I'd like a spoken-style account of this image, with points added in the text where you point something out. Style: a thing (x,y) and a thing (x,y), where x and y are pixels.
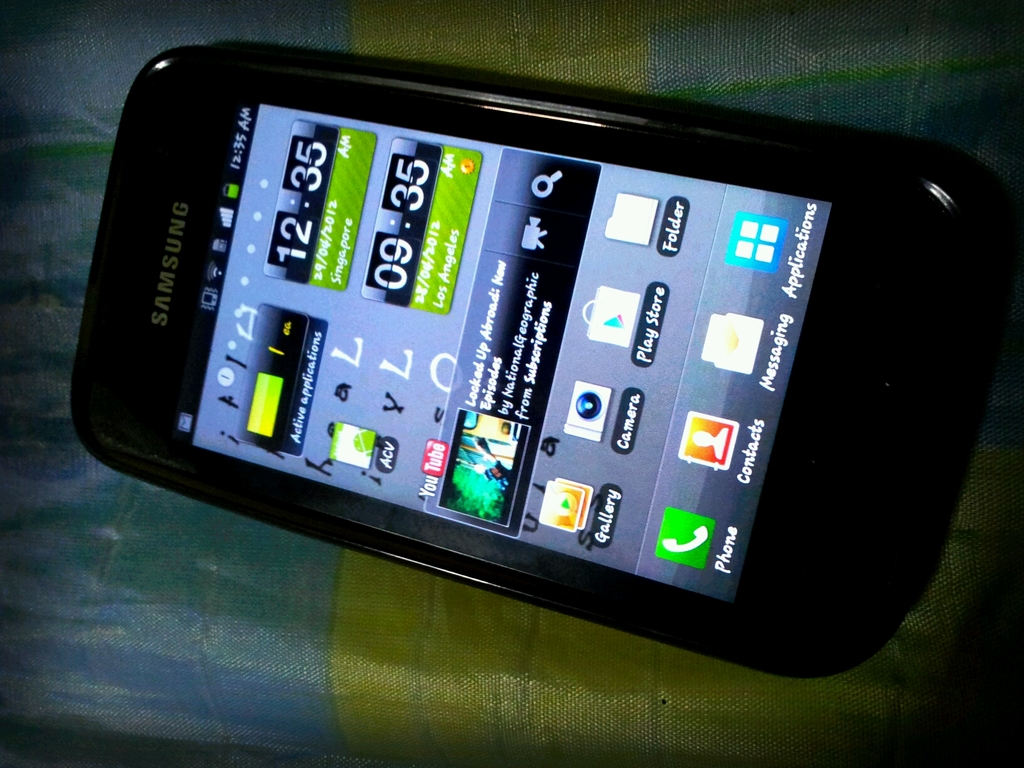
This is a zoomed in picture. In the center (478,289) we can see a black color mobile phone (111,165) placed on a cloth (76,30) and we can see the text (296,441), numbers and some pictures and we can see the icons (223,224) on the display (236,168) of the mobile phone (475,257).
